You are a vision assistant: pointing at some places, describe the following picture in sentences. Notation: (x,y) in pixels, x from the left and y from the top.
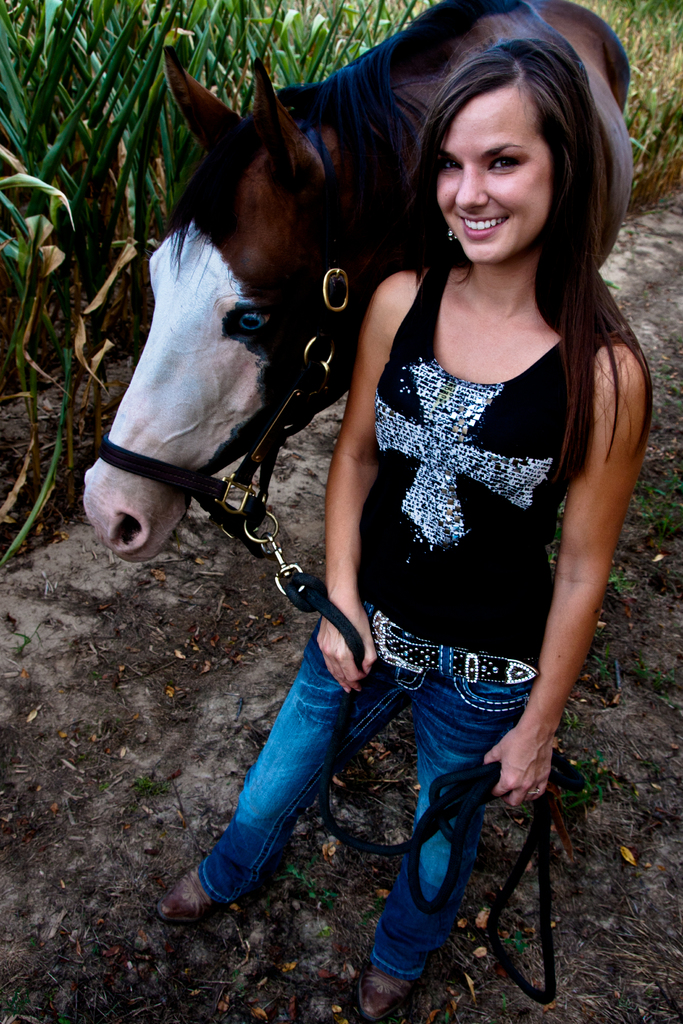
In the picture a woman (379,416) is wearing black color shirt (452,456) and jeans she is smiling to her left there is a horse (206,433) which is of brown color, beside the horse (321,138) there are few crops (136,239).
